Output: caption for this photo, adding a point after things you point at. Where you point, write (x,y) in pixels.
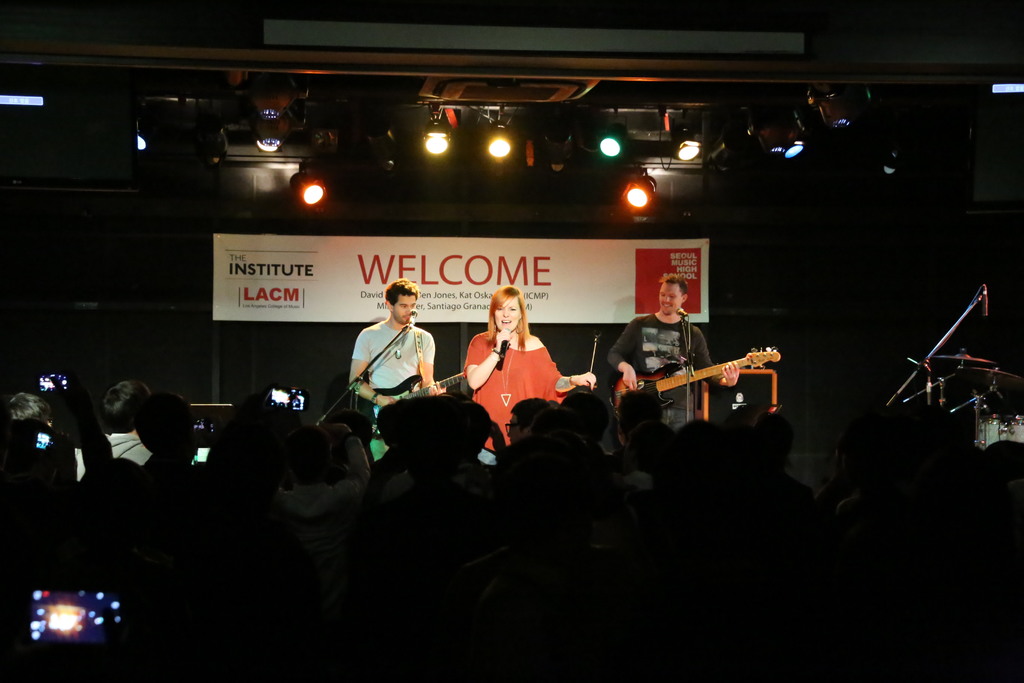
In this image there is a woman (508,366) holding a mic (501,354) is singing, beside the women (487,360) there are two people (426,382) standing and playing guitars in front of mics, on the right side of the image (957,354) there are drums (959,368), behind the woman (497,321) there is a banner (327,278), at the top of the image (293,130) there are lamps (509,151), in front of the image there are a few people (442,488) holding mobiles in their hands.
